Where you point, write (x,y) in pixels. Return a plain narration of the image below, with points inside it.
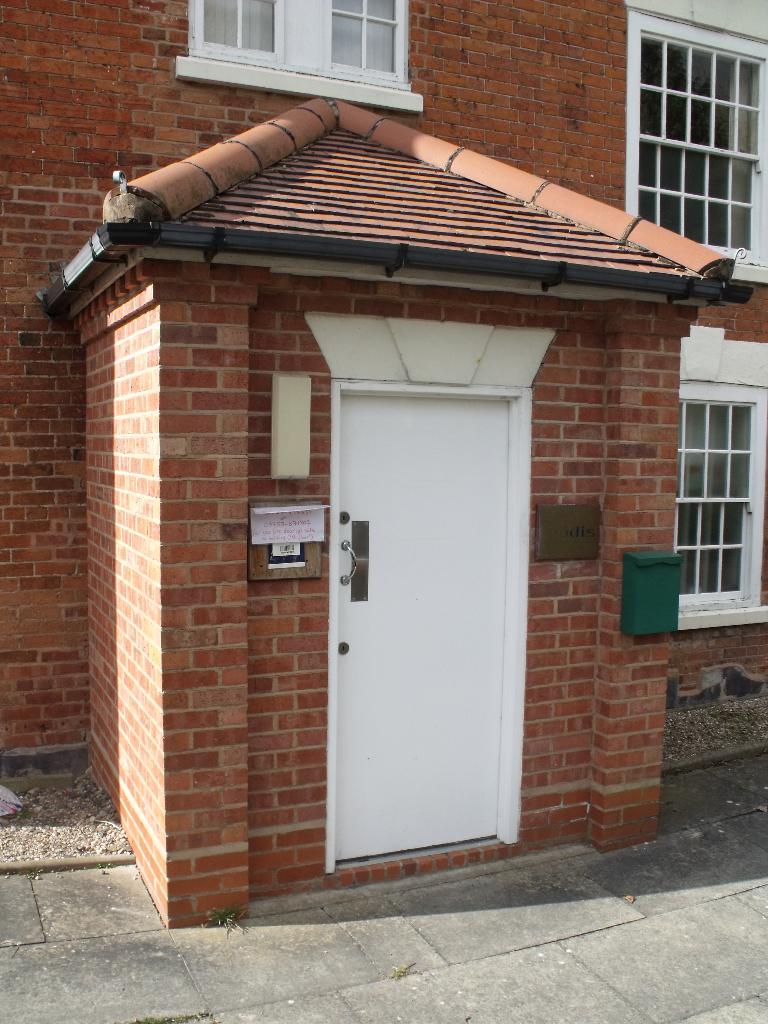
It's a house (542,453), this is the door (456,511), it is in white color.
